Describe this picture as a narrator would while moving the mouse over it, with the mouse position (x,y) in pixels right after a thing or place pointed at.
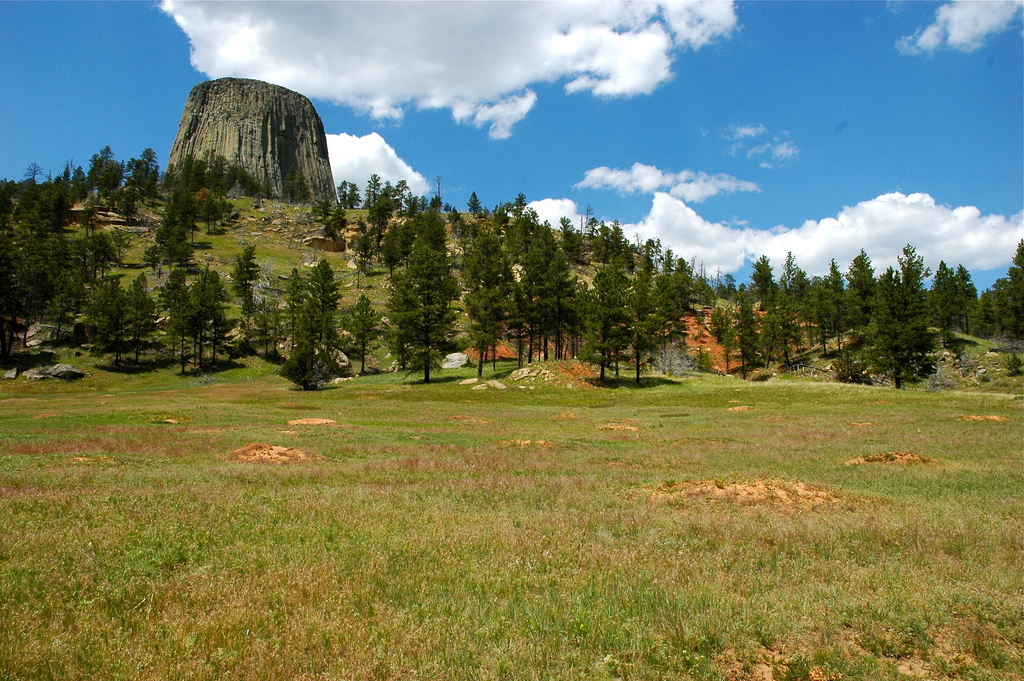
In this picture we can see some grass (196,389) on the ground (285,203). There are a few trees (169,184) and a rock (245,112) in the background (281,100). Sky (580,116) is blue in color and cloudy.
